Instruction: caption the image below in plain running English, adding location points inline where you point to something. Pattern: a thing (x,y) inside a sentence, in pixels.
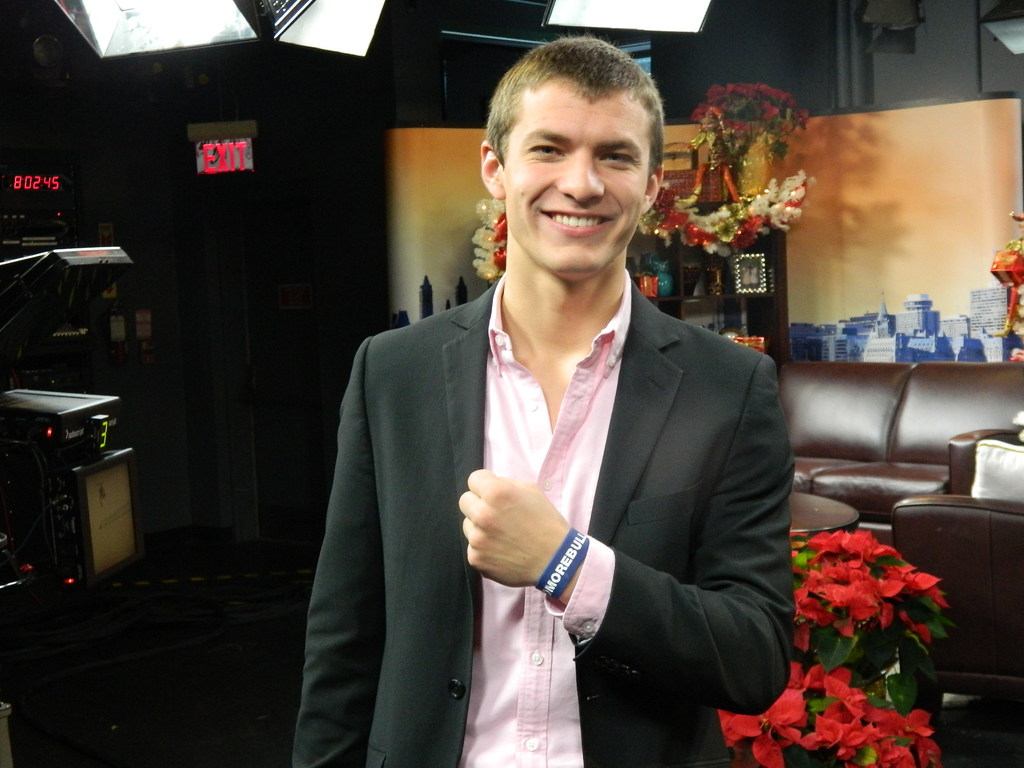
In this picture there is a man (579,412) who is wearing blazer (656,437) shirt (546,429) and band (575,558) who standing near to the table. Beside the table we can see many red flowers (846,624). In the background (934,544) we can see couch (932,452), plants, photo frames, carton boxes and other objects (483,229). At the top (601,4) we can see focus lights (557,13). On the left (3,352) there is a camera (107,496).
